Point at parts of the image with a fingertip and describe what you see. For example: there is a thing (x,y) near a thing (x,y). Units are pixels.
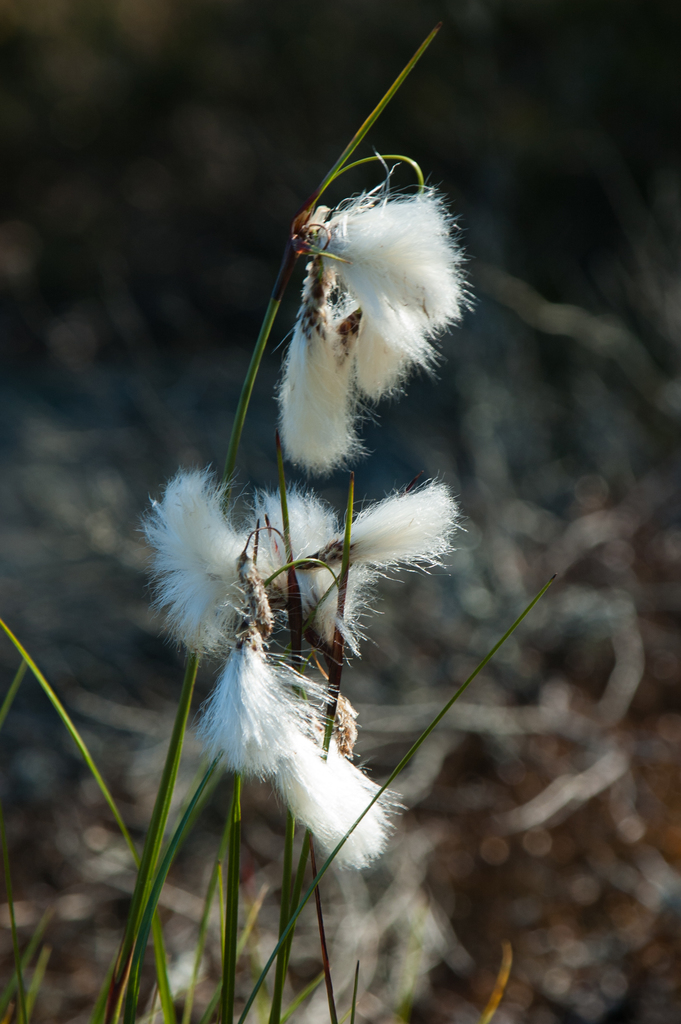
In the image I can see a plant (240,605) to which there are some flowers (232,526) which are in white color.
